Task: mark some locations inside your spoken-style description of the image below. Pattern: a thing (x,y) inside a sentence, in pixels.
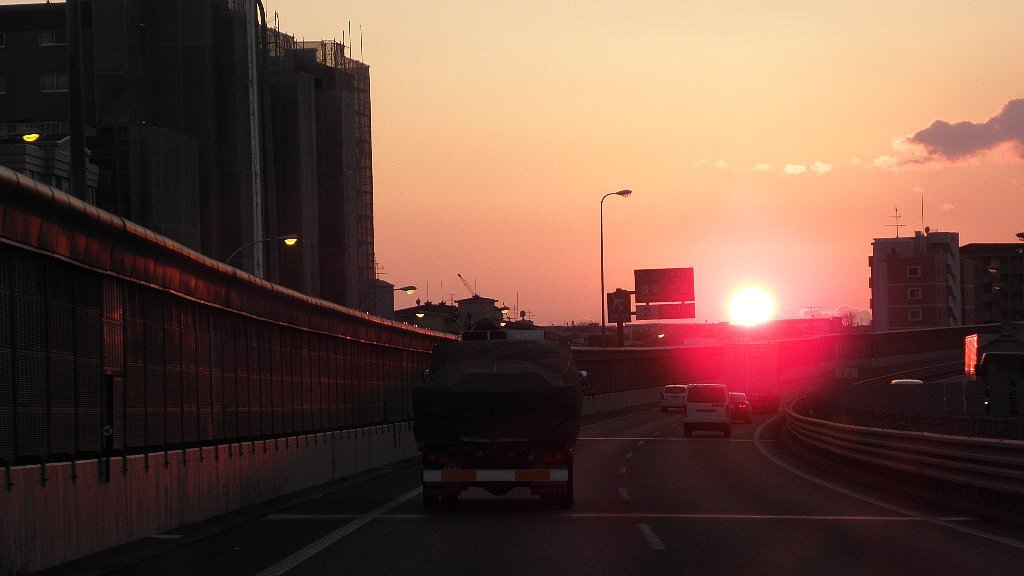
In this image we can see vehicles (531,405) moving on the road (721,455). Here we can see the wall (220,290), light poles (502,323), boards (685,311), buildings (928,254), sun (730,296) and sky (686,91) with clouds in a background (899,75).
